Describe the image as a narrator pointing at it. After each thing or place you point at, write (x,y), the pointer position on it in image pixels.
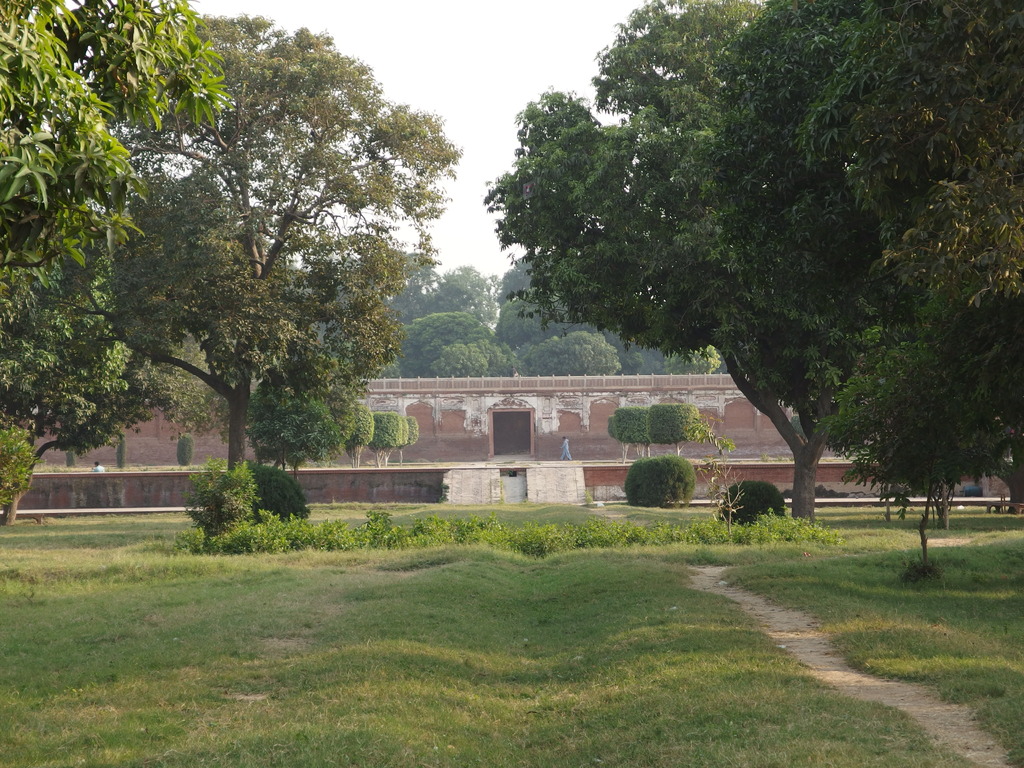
In this picture we can see so many trees (267,418), grass (596,566), one wall (445,447) at back (387,481) side.
